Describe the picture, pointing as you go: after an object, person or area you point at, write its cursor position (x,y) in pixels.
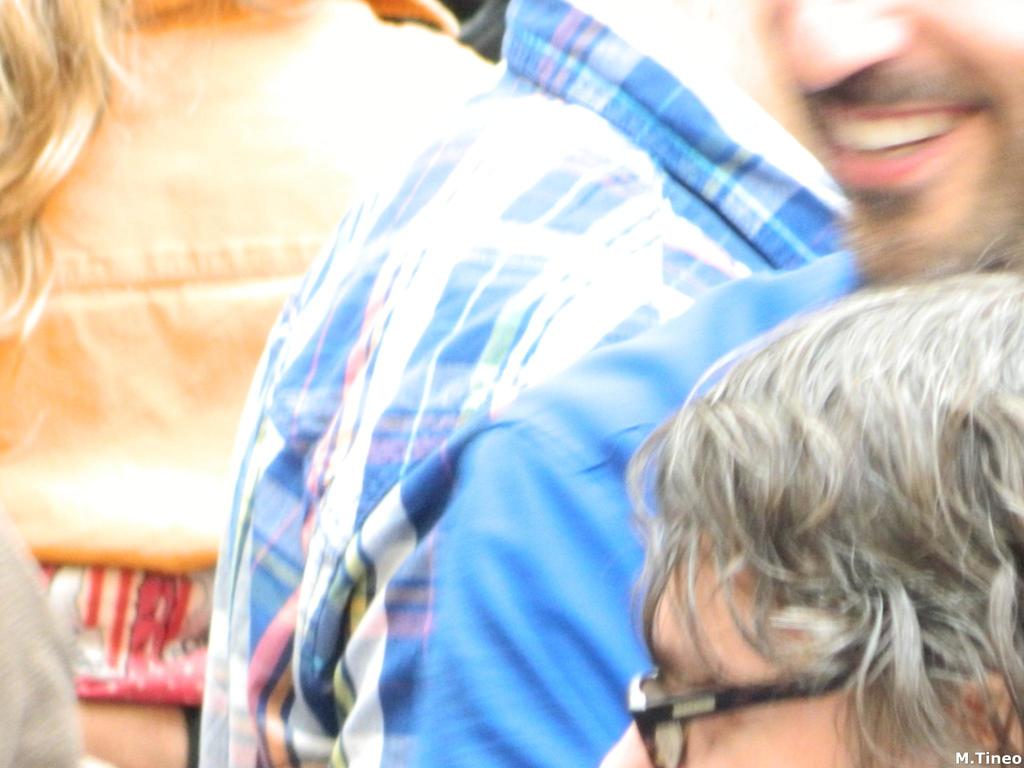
In this image, we can see few people (615,480). On the right side (897,235), a person (869,144) is smiling. At the bottom (850,655), we can see a person (664,738) is wearing glasses (646,728). Right side (1007,758) bottom, there is a watermark (991,756) in the image. On left side (30,63), we can see human hair (48,158).
